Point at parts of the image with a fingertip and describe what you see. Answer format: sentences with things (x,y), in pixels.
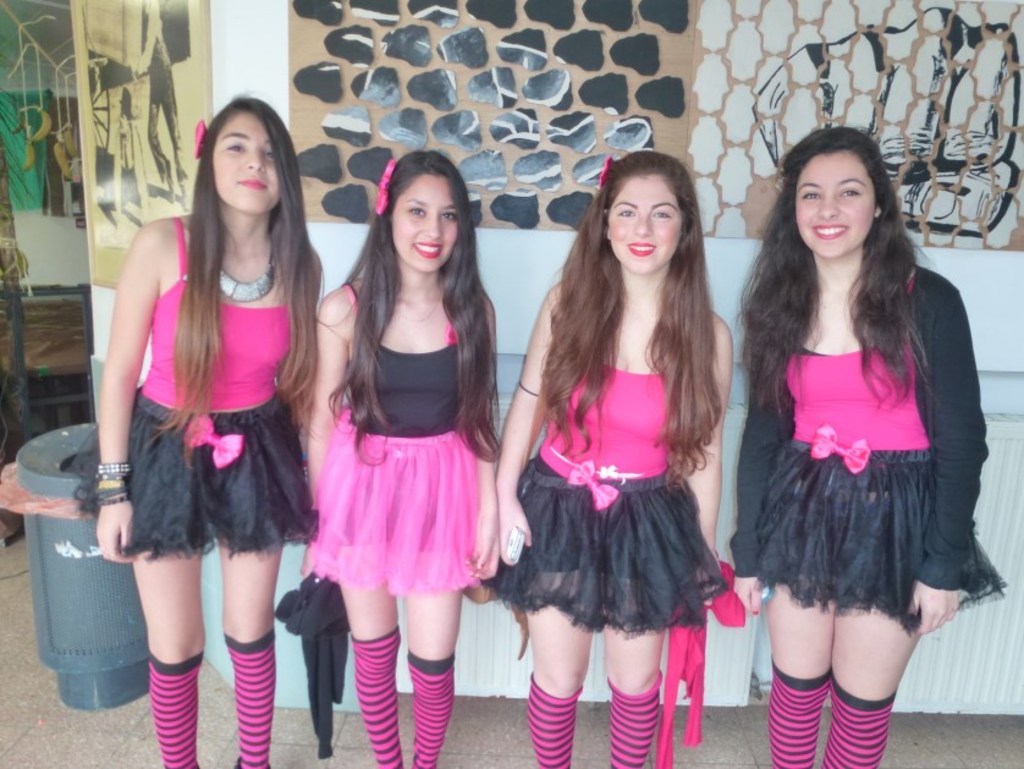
In this image there are four persons (488,534) standing, there are truncated towards the bottom of the image (182,745), there are holding an object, at the background of the image (242,85) there is a wall (266,65) truncated, there is an object (80,585) on the ground (106,735), there are objects (467,132) on the wall (265,82), there are objects (339,74) truncated towards the top of the image (317,94), there are objects (22,185) truncated towards the left of the image (19,353).
